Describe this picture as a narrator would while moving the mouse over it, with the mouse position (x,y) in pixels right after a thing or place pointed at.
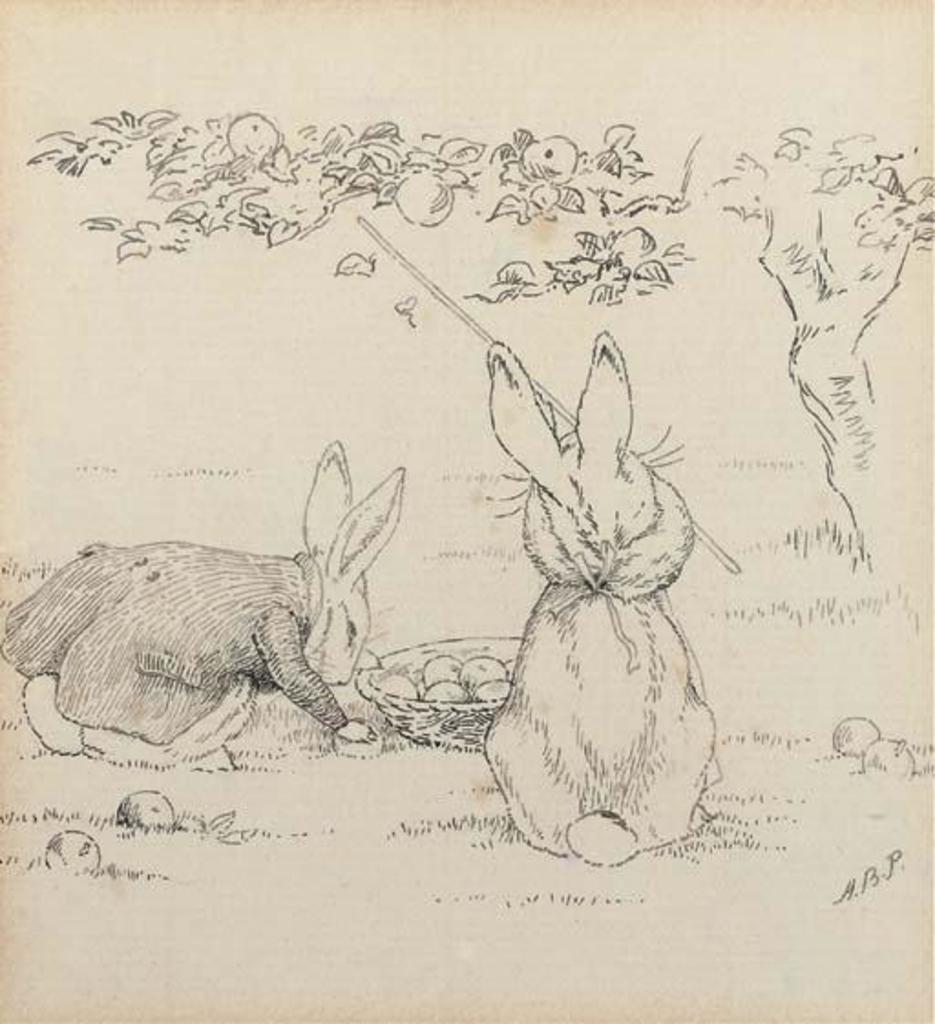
In the image there is a pencil art of rabbits (624,560) standing under a fruit tree (567,199) on the grass land (770,834).
